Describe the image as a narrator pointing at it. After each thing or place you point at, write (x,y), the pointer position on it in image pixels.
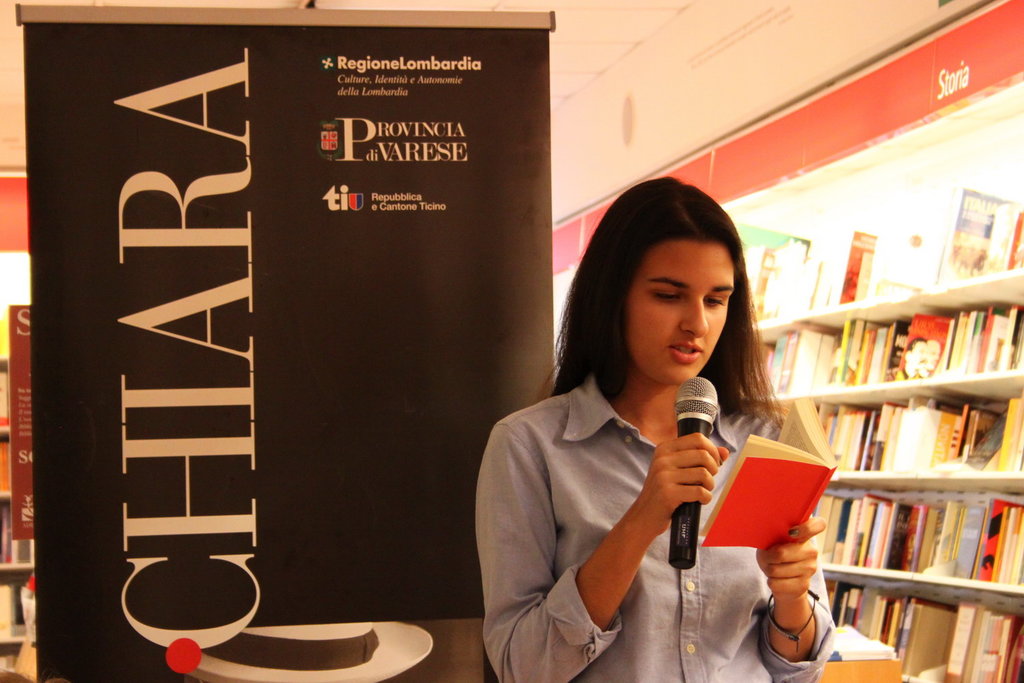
In this image there is a person (608,530) wearing blue color shirt (584,536) holding microphone (677,536) and book (735,526) in her hands (674,495) and at the background of the image (781,317) there are some books (893,405) in the shelves (857,394).
